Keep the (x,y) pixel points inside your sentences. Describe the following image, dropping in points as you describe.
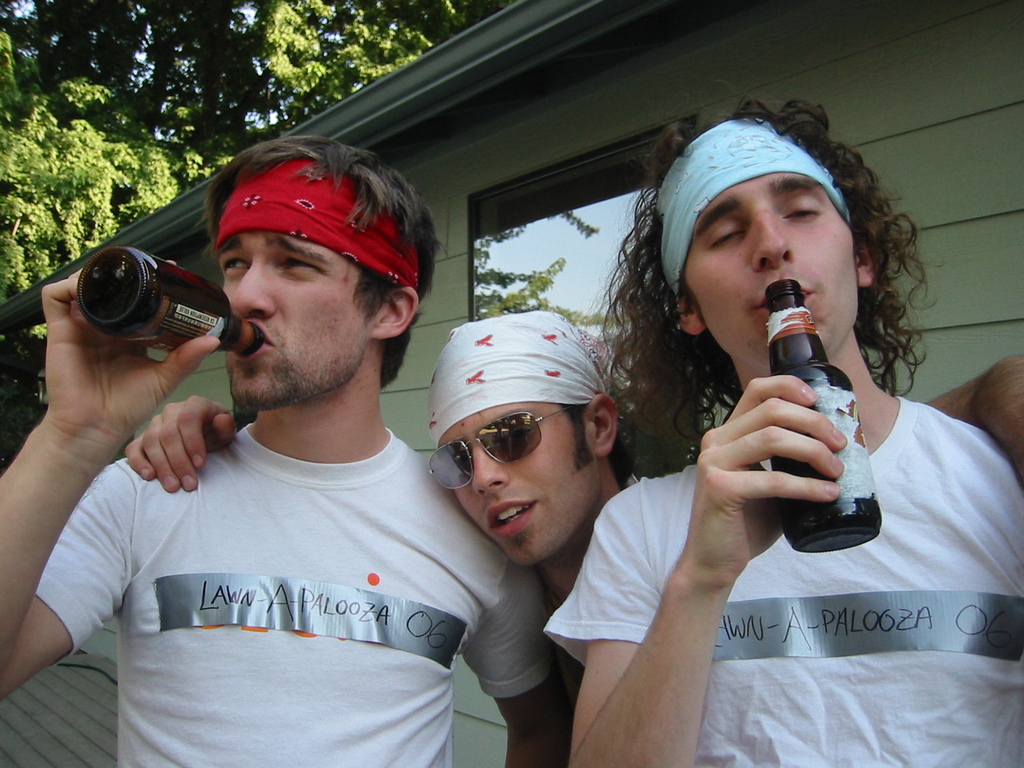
People (640,537) are standing holding bottle (859,517) in the back (933,143) there is house (642,89) and a tree (212,86).
